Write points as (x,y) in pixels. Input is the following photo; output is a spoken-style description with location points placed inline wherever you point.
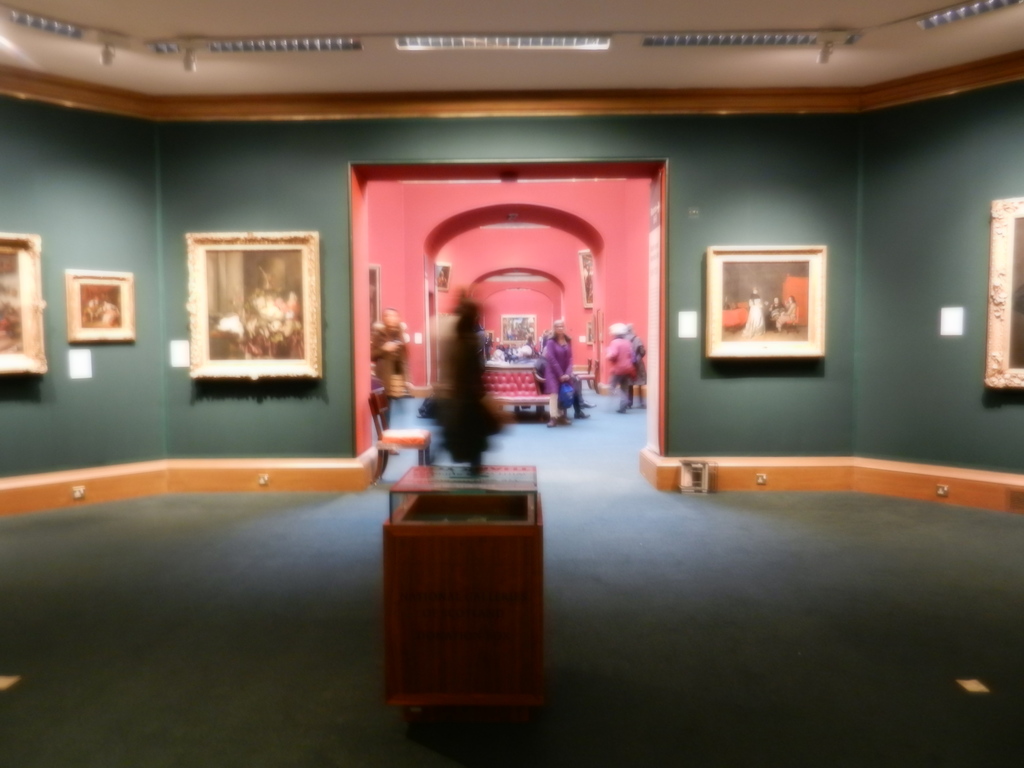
This image is taken indoors. At the bottom of the image (200,665) there is a floor (678,568). In the background (727,290) there are a few walls (173,313) with many picture frames (250,289) on it. In the middle of the image (450,350) there is a display case (500,582) and a few people (461,390) are standing on the floor (547,455) and a few are sitting on the bench (540,405). At the top of the image (227,64) there is a roof (259,68) with lights (964,10).
